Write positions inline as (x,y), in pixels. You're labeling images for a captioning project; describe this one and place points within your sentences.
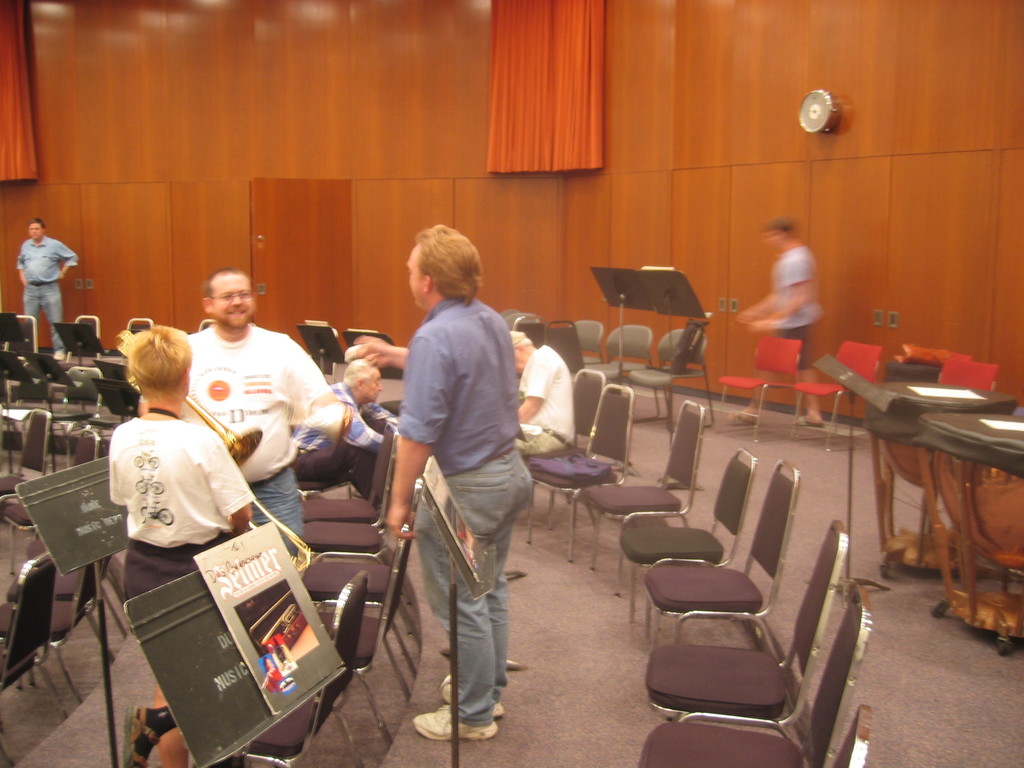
In this image there are group of people (438,437) some of them are sitting and some of them are standing on the left side (275,468) there are three persons (208,484) who are standing and smiling and there are a group of chairs (795,348) are there on the floor (533,552). On the top (368,64) there is one wooden wall (643,94) and curtains (547,102) are there. In the middle (342,294) there is one door (318,232) on the right side (689,287) there is one board (649,286) and on the left side (82,536) there are a group of boards (65,517) are there.
